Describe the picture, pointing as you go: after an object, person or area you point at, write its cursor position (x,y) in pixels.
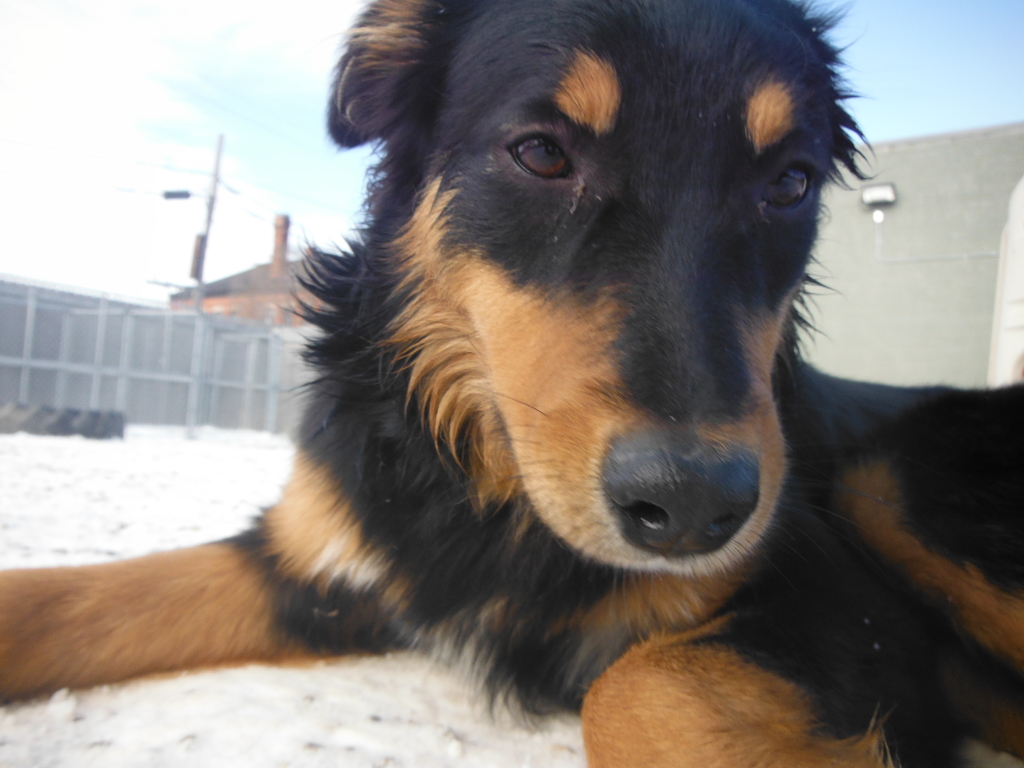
There is a dog (590,477) on the surface (267,682). In the background (830,188) we can see wall (920,199), house (277,289) and sky (189,26).
